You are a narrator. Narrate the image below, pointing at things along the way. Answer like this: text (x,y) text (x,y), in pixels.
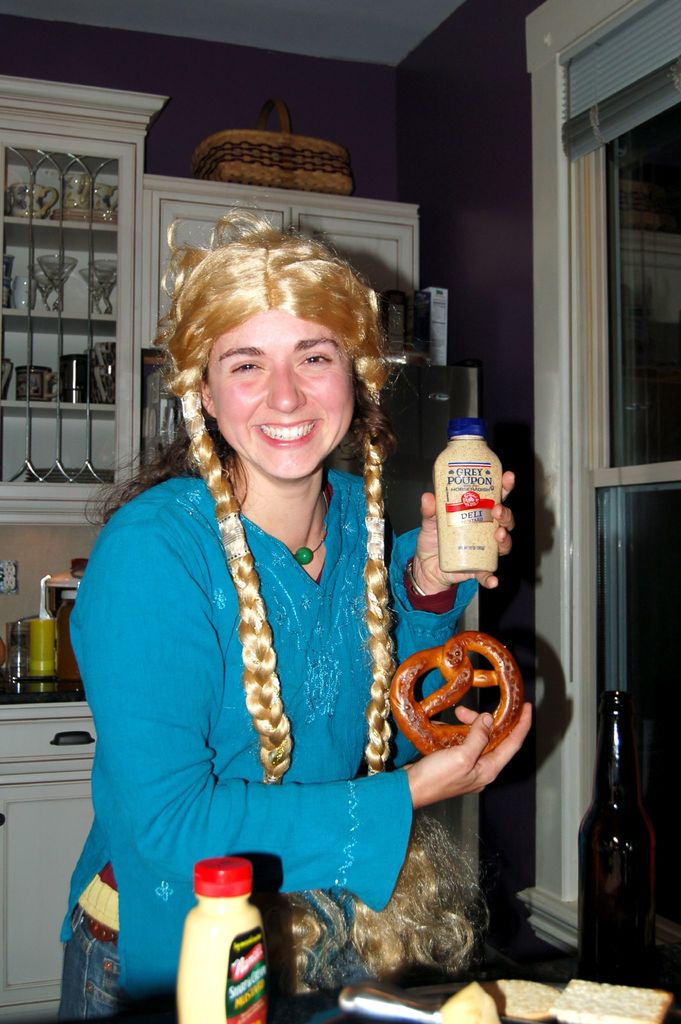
On the background (628,262) we can see door (599,265), wall (372,126) and cupboard (78,253). We can see cups (78,190), glasses (99,308) arranged in a sequence manner in a cupboard (77,292) and we can see a basket (320,175) over it. Here we can see one women (313,770) wearing a blue colour sweater (309,753), standing and smiling. We can see a bottle (462,467) in her hand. On the table (431,1001) we can see bottles (614,843), bread pieces (606,985).
